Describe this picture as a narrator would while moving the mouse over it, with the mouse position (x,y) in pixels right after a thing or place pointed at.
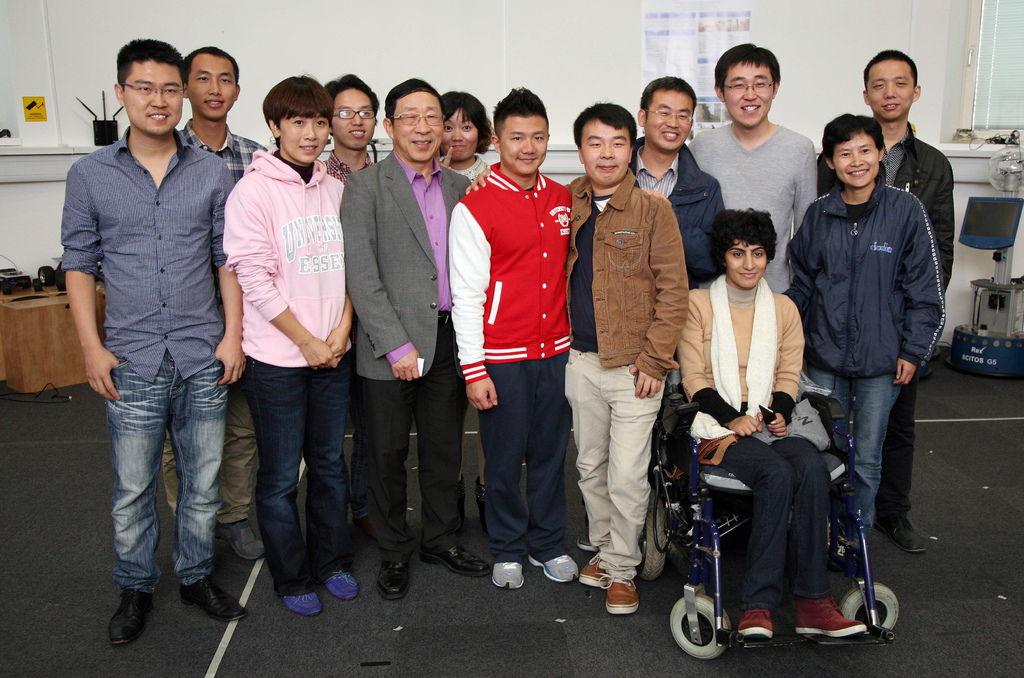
In the image we can see there are people (639,300) standing and there is a woman (790,338) sitting on the wheel chair (851,533).
